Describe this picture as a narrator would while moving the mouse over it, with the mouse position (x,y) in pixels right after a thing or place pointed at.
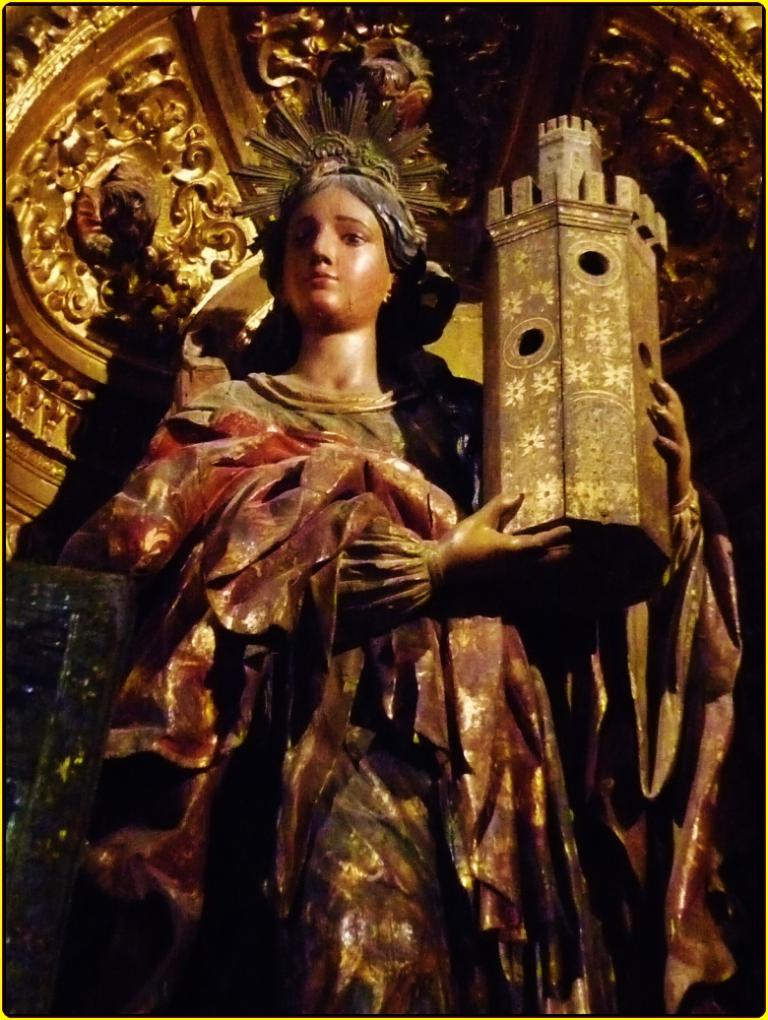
This image consists of a idol (397,683) of a woman (405,655). She is holding a monument (538,449).
